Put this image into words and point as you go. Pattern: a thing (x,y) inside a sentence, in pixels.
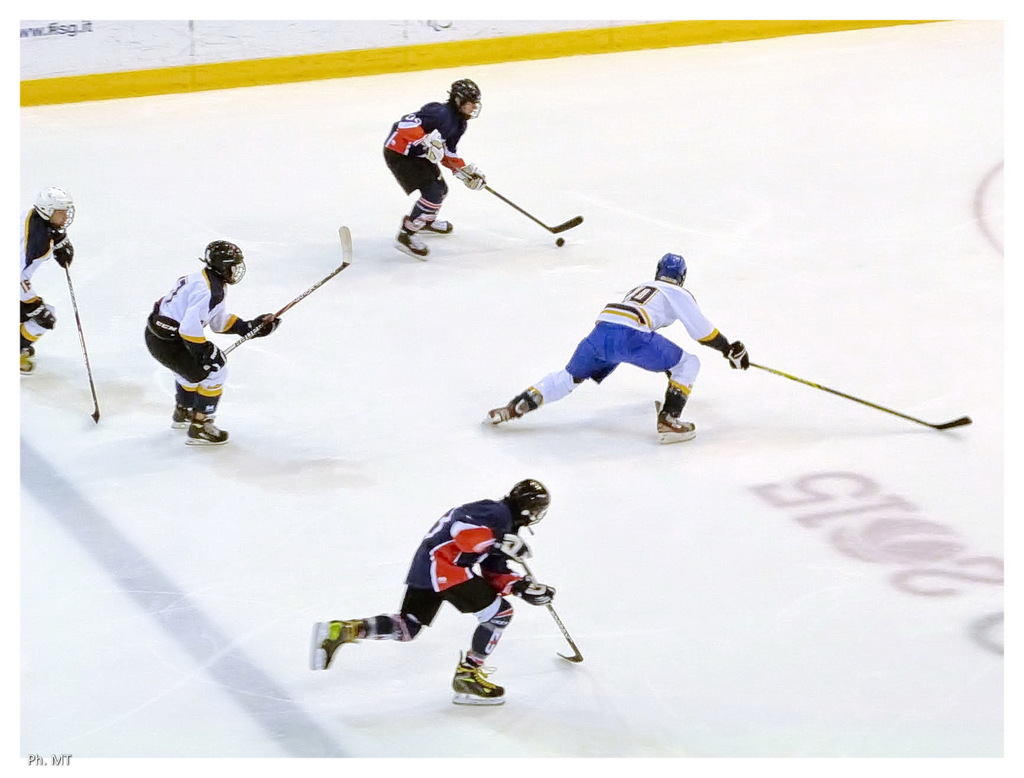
In this picture I can observe some players (426,561) playing ice hockey. All of them are wearing helmets (517,504) on their heads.
